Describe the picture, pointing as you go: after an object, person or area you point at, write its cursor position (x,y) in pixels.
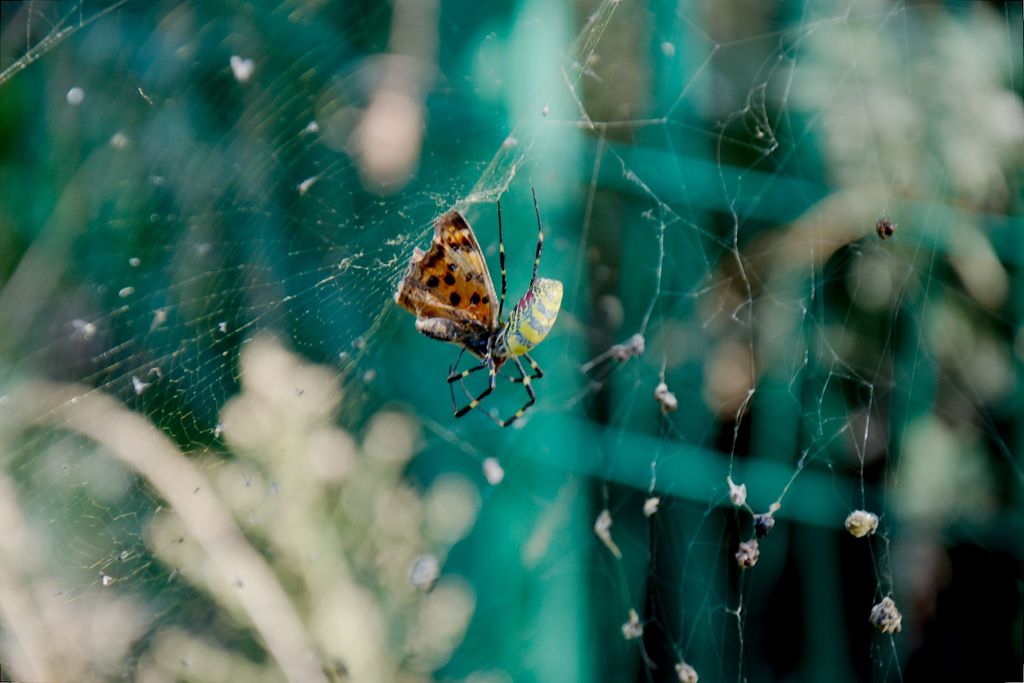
In this image we can see a spider (498,331) and a butterfly (476,349) on the web (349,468).
